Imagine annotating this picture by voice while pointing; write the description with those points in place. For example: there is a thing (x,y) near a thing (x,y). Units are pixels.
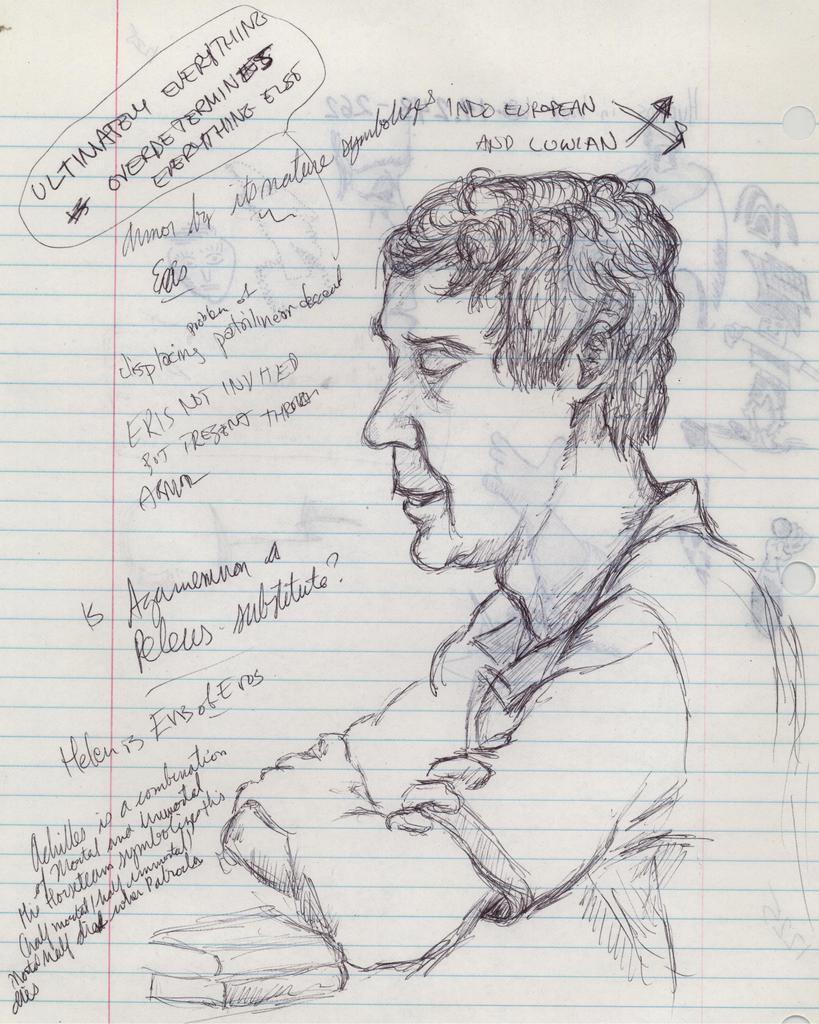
In this image, I can see a ruled paper (81,216). This is the pencil art (494,646) of the man (452,826), books (228,924) and words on the papers (485,159).
